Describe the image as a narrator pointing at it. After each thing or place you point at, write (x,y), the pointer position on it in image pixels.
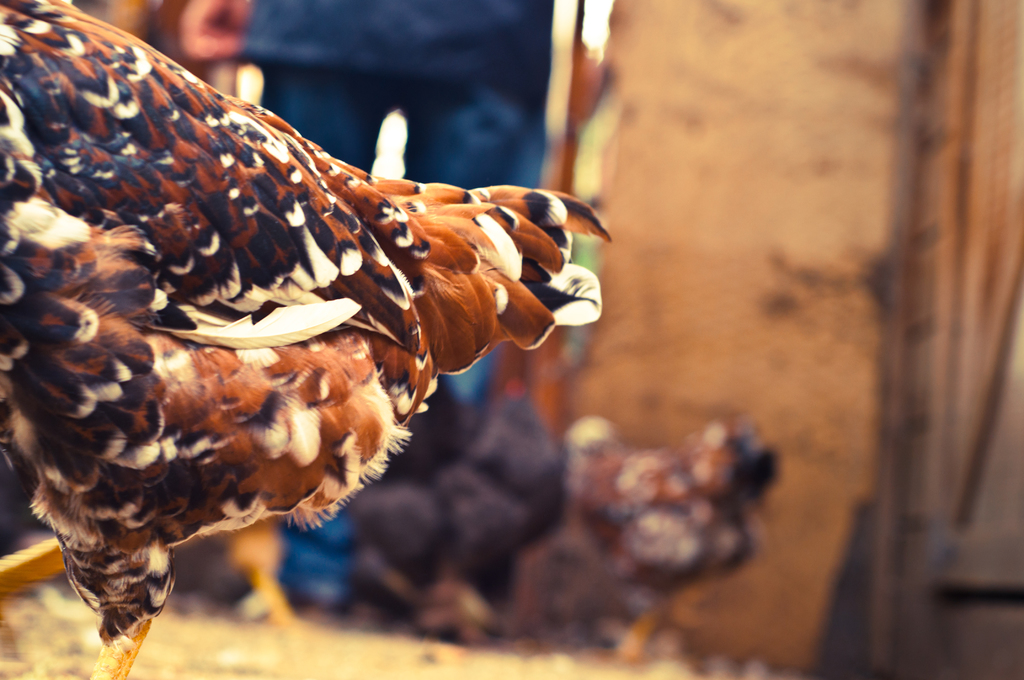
In this image, on the left side (86,202), we can see a hen (258,326) walking. On the right side (707,518), we can also see another hen (657,543) walking. In the background (465,161), we can see a man (318,573) standing on the land (260,679).
